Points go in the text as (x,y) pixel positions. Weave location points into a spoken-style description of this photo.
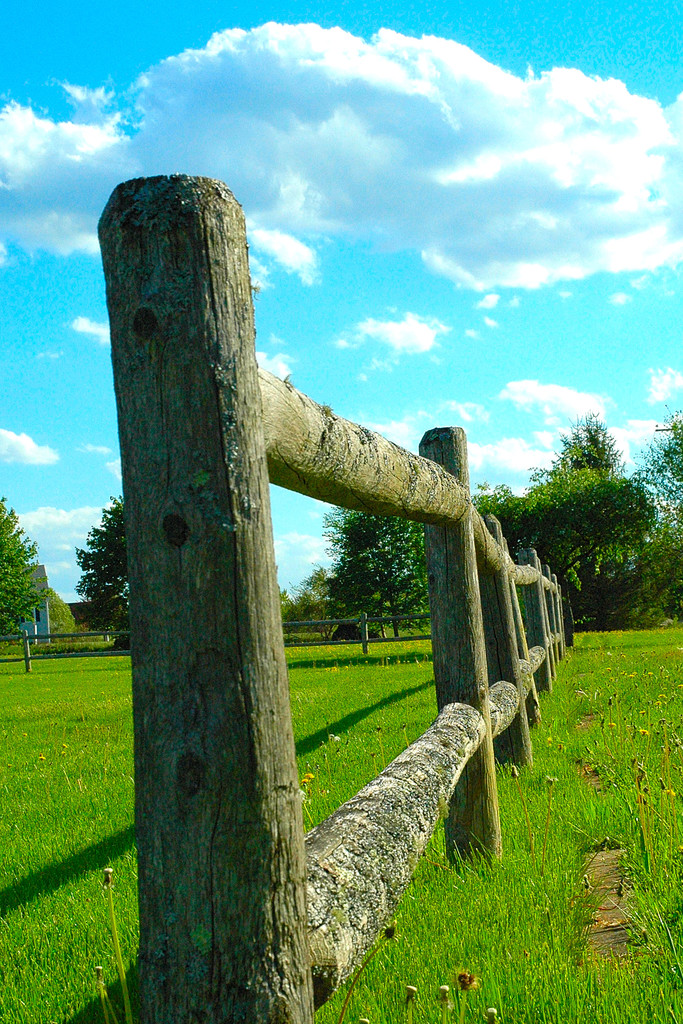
This looks like a wooden fence (507,702). Here is the grass (332,693), which is green in color. These are the trees (580,513) with branches (628,542) and leaves (112,579). On the left side of the image (41,622), I can see a house (38,612), which is behind a tree (31,586). These are the clouds (325,160) in the sky (543,131).
